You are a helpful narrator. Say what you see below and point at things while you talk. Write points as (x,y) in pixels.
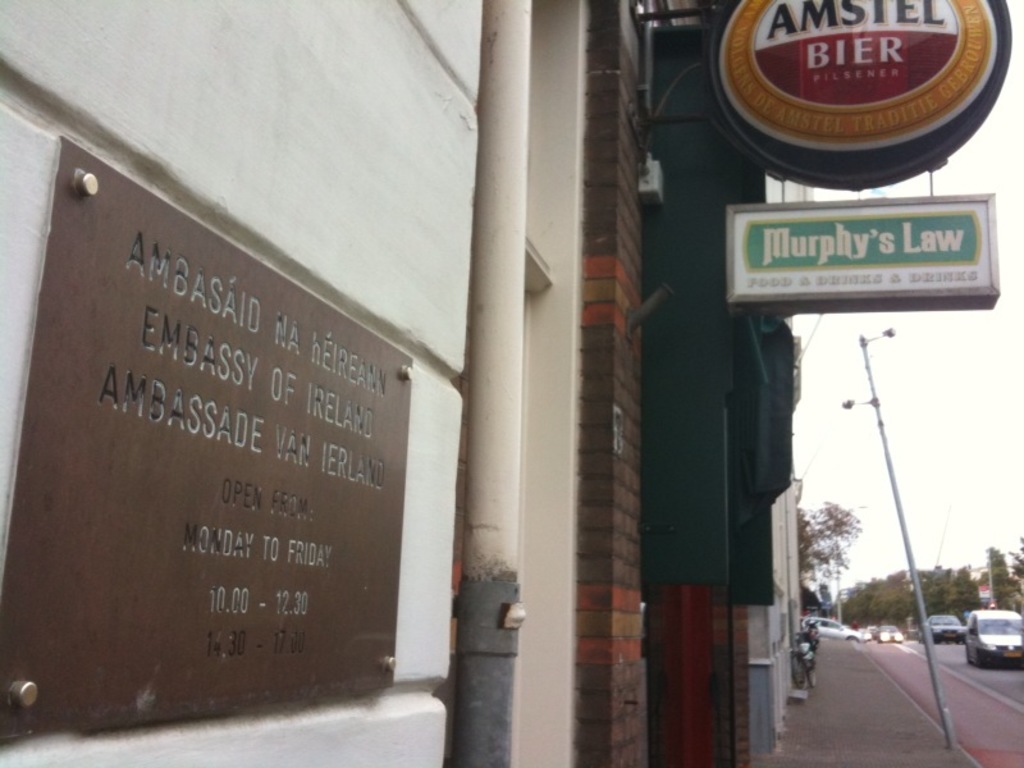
In this image I see the wall (360,239) and I see a pipe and I see few words (315,441) written over here. In the background (918,762) I see the buildings (698,364), footpath (788,716) and I see 2 boards (953,22) over here on which there are few more words (839,235) written and I see a pole (876,337) over here and I can also see the road (926,659) on which there are vehicles (1021,660) and I see the trees (1019,600) and the sky (855,543).
